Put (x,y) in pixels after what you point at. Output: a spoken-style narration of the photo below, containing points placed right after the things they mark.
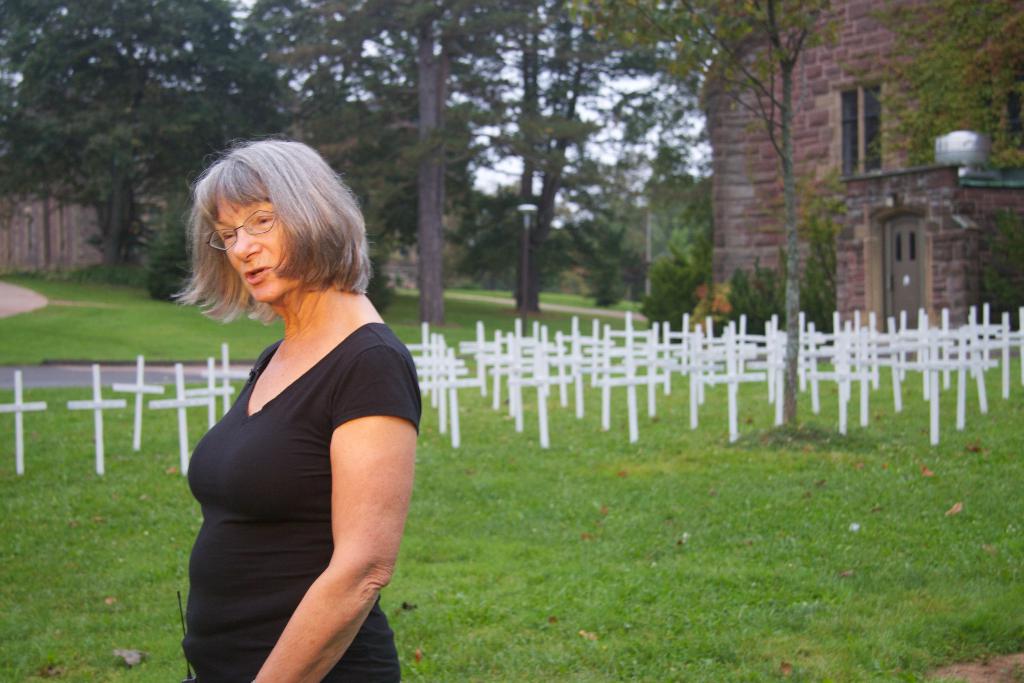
In this image we can see these women (255,264) wearing black t-shirt (262,432) and spectacles (234,245) is standing here. Here we can see the grassland (754,384), cross symbols (867,356), trees (560,176), brick house (750,140) and the sky (695,135) in the background (697,115).
